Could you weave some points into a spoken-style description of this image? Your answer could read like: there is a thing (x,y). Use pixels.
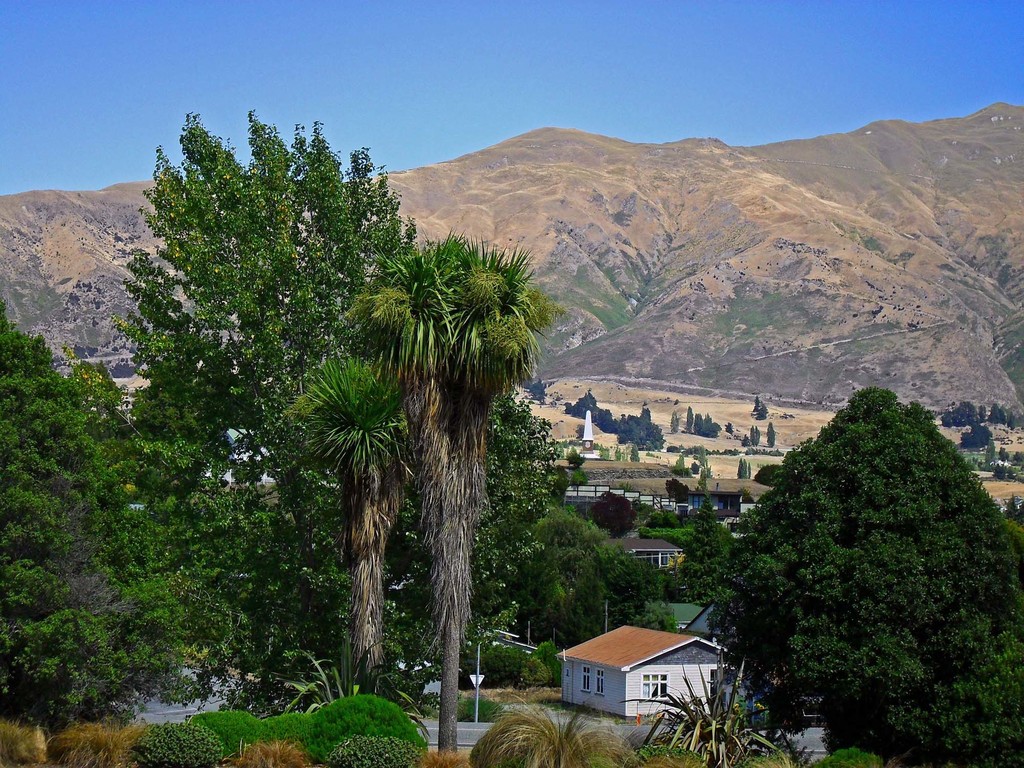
In this image we can see sky (506,36), hills (658,221), buildings (607,661), street poles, trees (373,517), bushes (213,721) and road (191,703).
